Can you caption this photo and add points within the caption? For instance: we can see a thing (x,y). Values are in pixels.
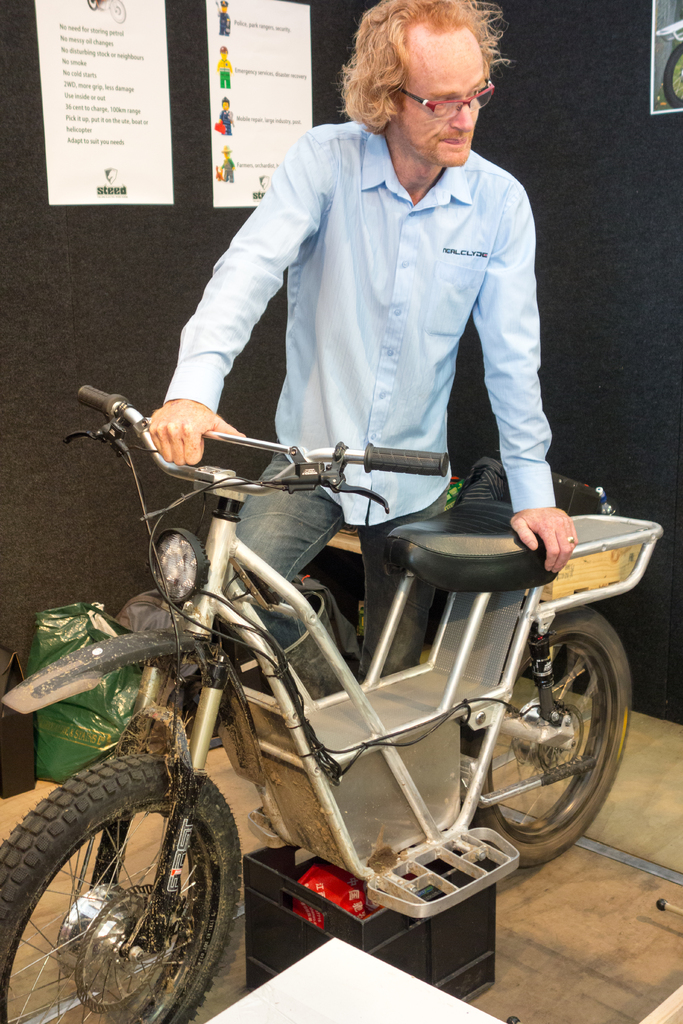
In this image I can see a motor cycle (465,671), behind the vehicle (236,535) I can see a person (314,276) and I can see the wall (653,589) back side of the person (303,341) and in front of the wall (24,627) I can see a carry bag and on the wall (30,99) I can see a notice paper (125,101) attached.
